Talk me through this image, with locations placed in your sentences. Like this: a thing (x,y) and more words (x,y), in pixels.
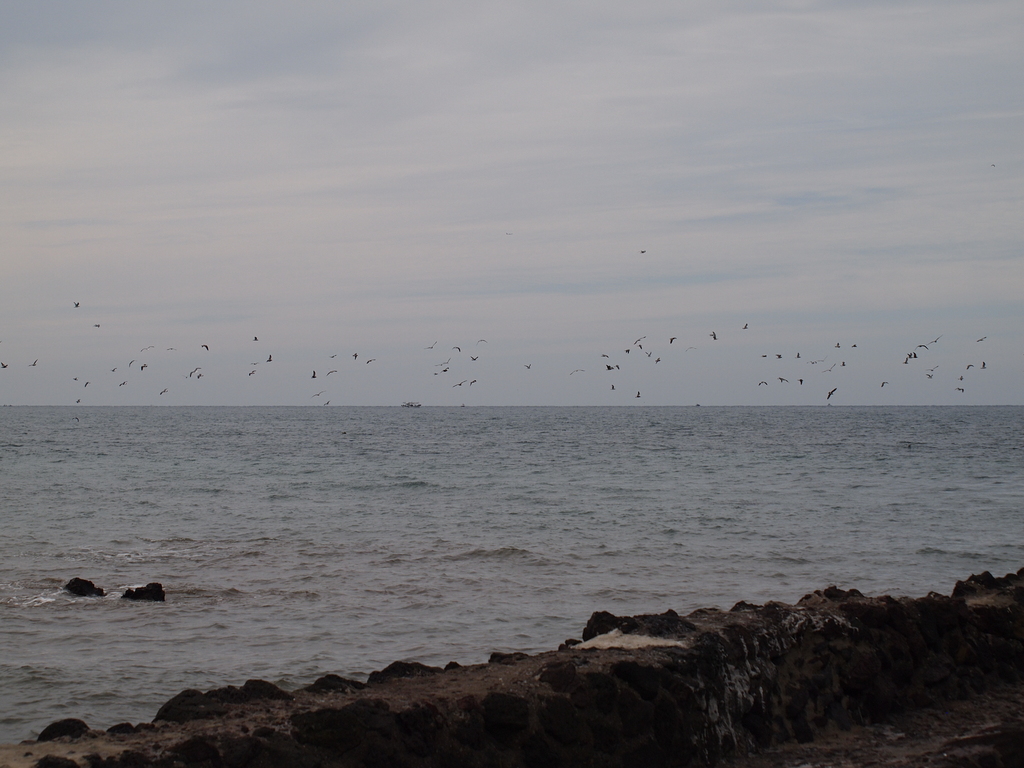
This image consists of an ocean (424,585). In which we can see the water (509,497) and birds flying in the air (450,369). At the top (418,187), there are clouds (413,245) in the sky (518,270). At the bottom (747,688), we can see the rocks (593,685).
